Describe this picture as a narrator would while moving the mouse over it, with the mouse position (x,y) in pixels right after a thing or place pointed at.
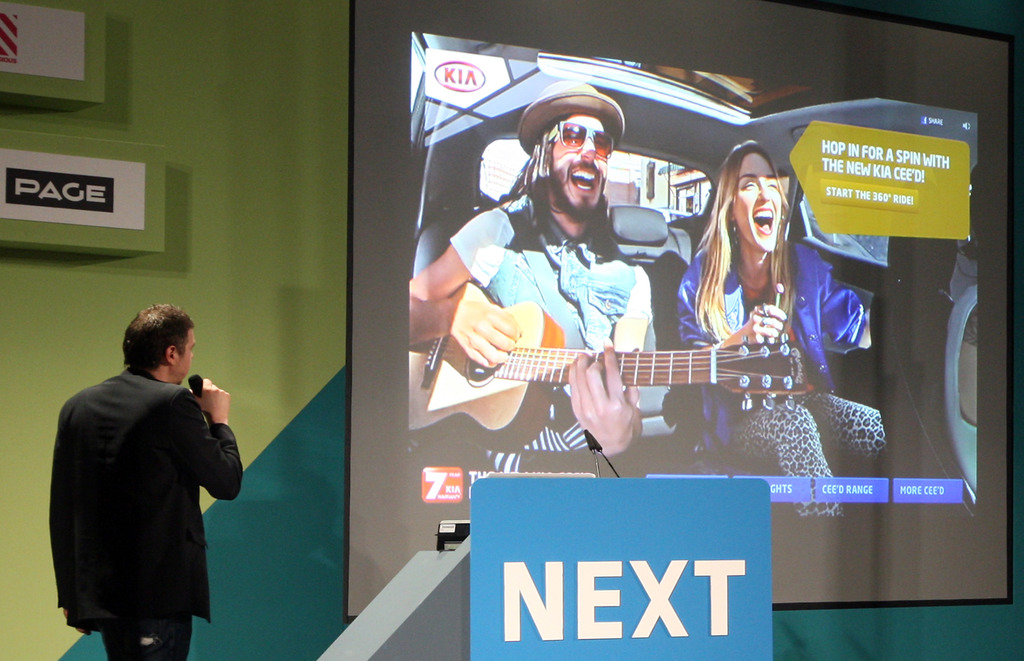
In this image we can see a man (126,486) is standing. He is wearing a black color suit (154,501) and holding a mic (188,378) in his hand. In the background (188,277), we can see a wall (241,189) and a big screen (416,171). On the screen (776,98) we can see one man (596,262) and woman (778,278) are sitting in a car (634,253). The man (618,265) is playing guitar (638,352). At the bottom of the image (567,572), we can see a board (573,616).
